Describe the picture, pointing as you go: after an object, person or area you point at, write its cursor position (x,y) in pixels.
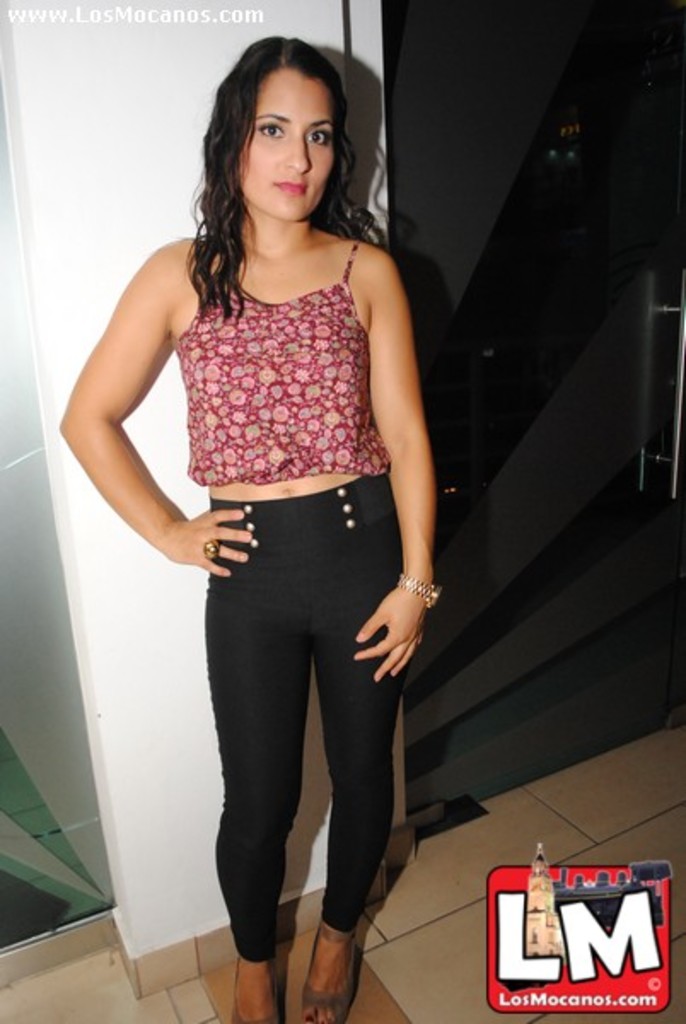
In this image we can see a girl (287,601) standing on the floor (463,925), behind the girl (267,178) there is a wall (303,19) and a glass door (563,560). On the right bottom of the image (496,876) there is a logo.
